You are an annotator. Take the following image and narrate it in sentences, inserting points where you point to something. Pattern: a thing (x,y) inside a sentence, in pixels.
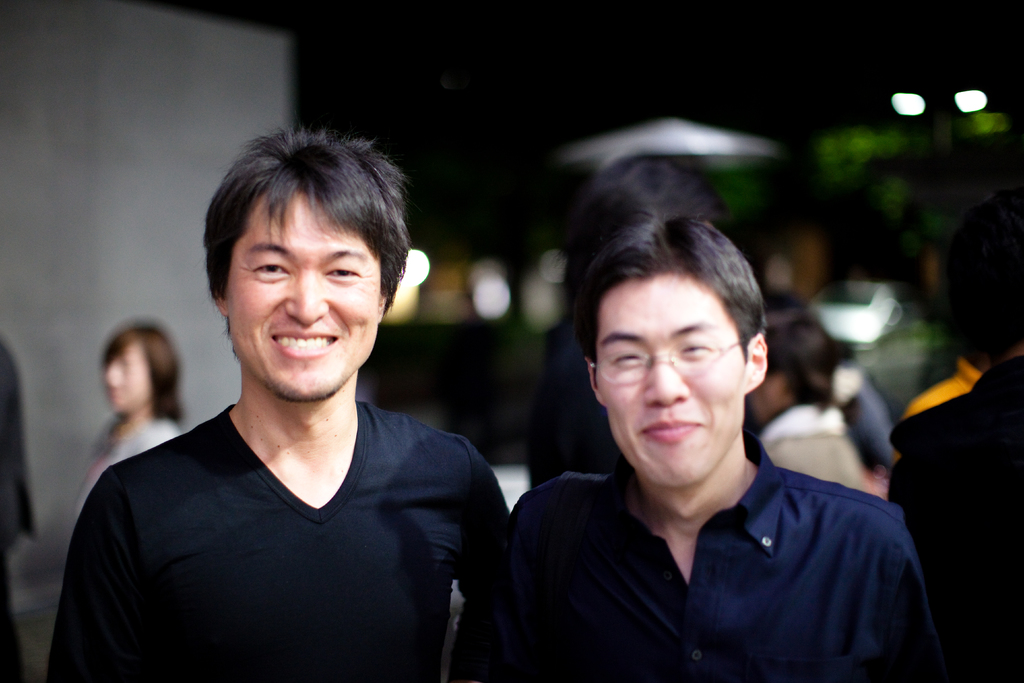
In this picture I can see the two men (487,463) in the middle (367,445), they are smiling. In the background (815,410) there are few persons (816,423), on the right side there are lights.
